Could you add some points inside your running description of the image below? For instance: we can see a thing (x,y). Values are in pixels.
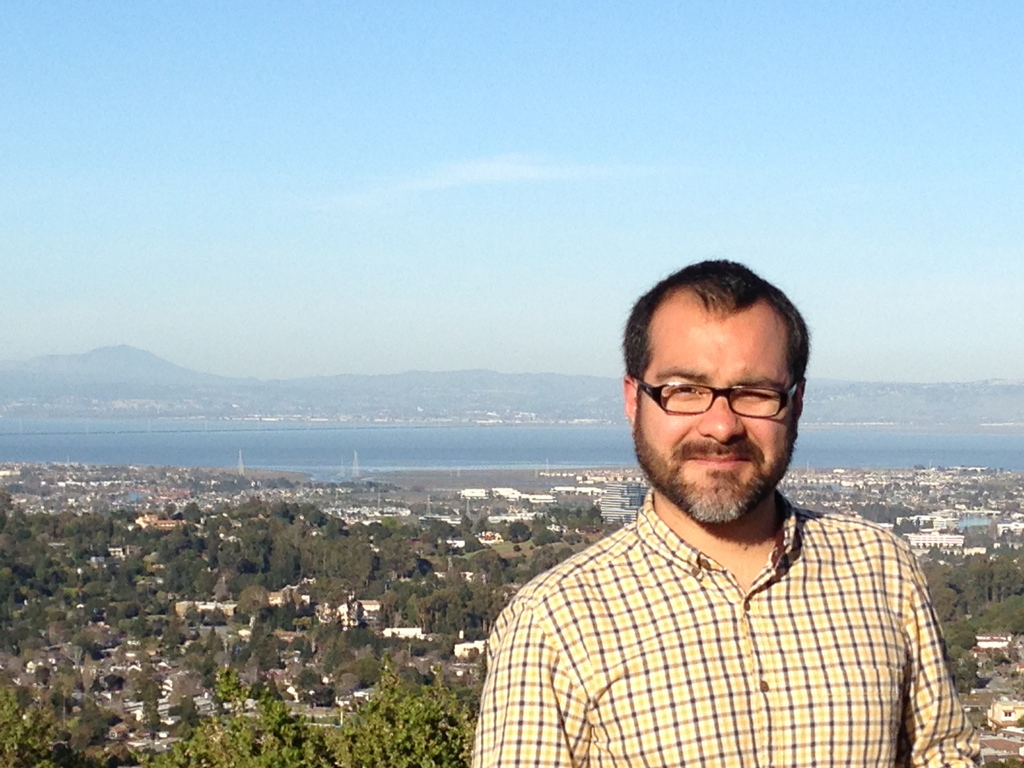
In this picture we can see a man (744,707) in the front (741,686), in the background (201,574) there are trees (460,590), buildings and water (452,436), we can see the sky (559,77) at the top of the picture (540,79), this man (698,397) wore spectacles (701,403).
